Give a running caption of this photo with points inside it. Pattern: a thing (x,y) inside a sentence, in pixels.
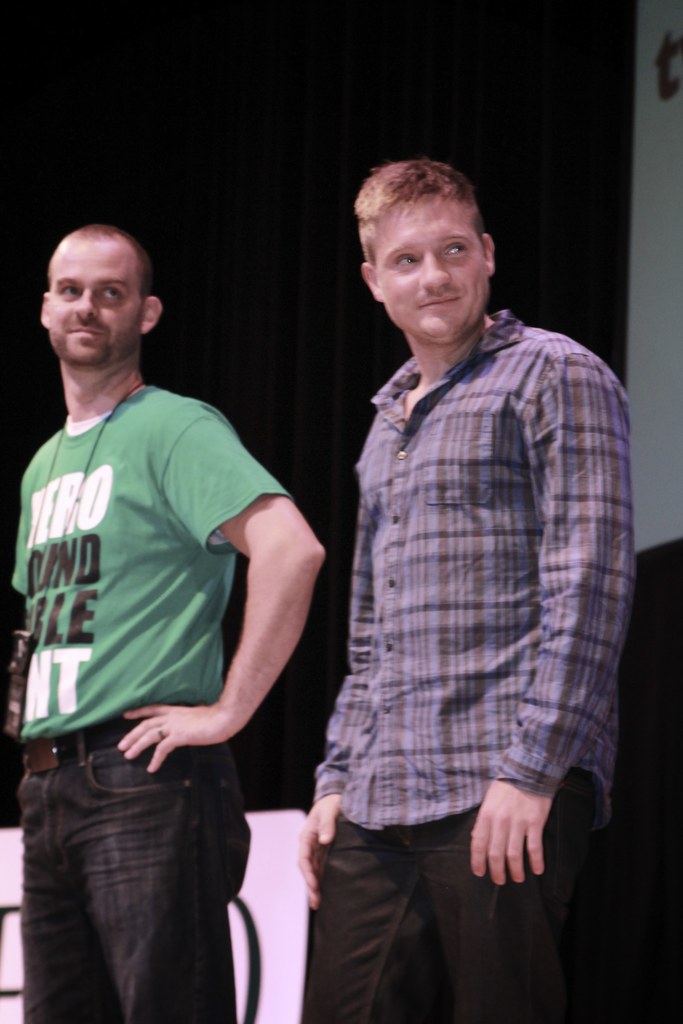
In the center of the image (371,431) we can see persons (197,476) standing on the floor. In the background (659,56) we can see an advertisement (648,235).
